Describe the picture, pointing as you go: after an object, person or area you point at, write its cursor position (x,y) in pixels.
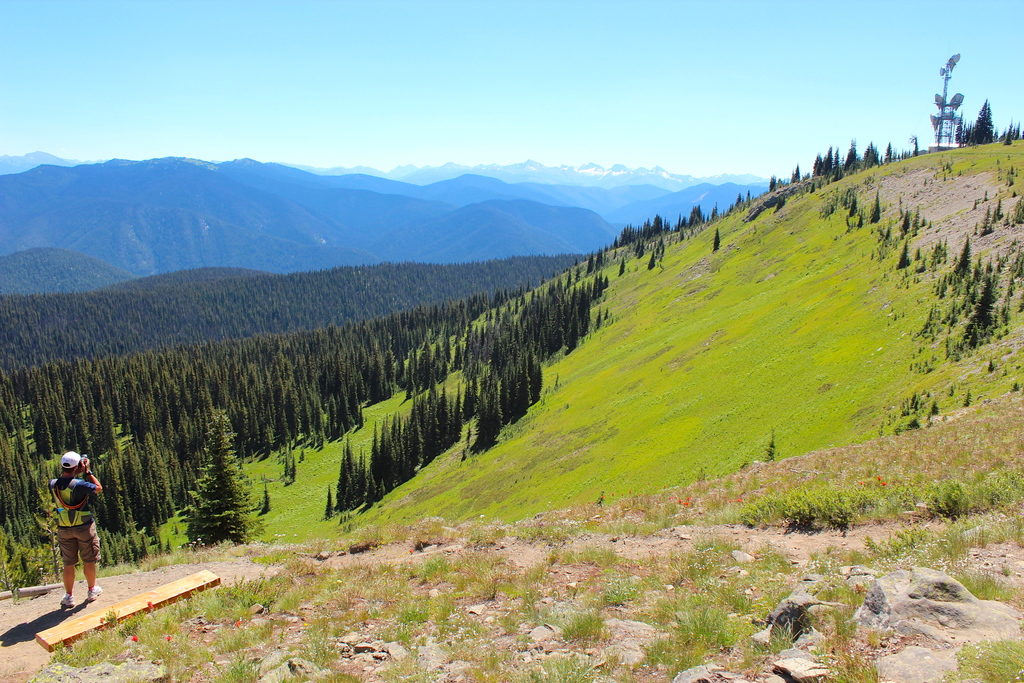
In this image we can see the forest mountains (571,316). There are many trees (118,479) in the image. There is a grassy land (755,374) in the image. There is a clear and blue sky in the image. A man (88,512) is standing and taking a photo. There is a wooden bench (157,603) in the image.
